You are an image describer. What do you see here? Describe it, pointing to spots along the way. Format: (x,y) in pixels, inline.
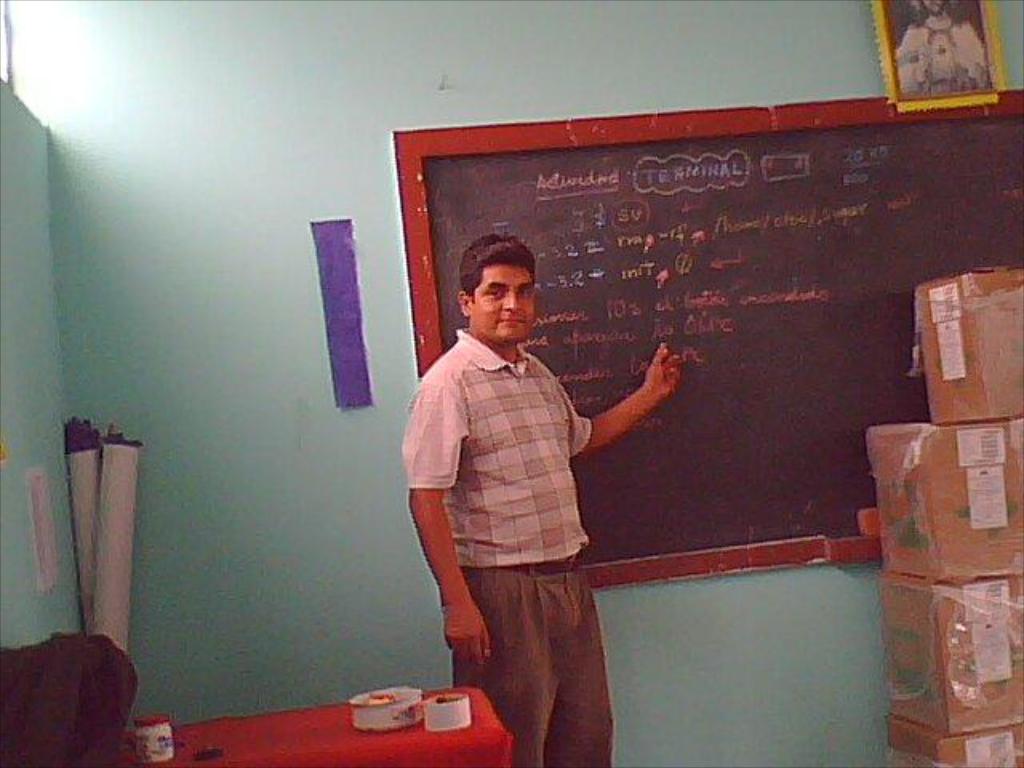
In this image we can see a man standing on the floor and he is pointing his fingers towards the blackboard (769,266). Here we can see the packed boxes (1021,370) on the right side (992,361). Here we can see a photo frame (995,32) on the wall (410,662) on the top right side (948,10). Here we can see the table (259,739) at the bottom (281,759). This is looking like a bag (91,660).
